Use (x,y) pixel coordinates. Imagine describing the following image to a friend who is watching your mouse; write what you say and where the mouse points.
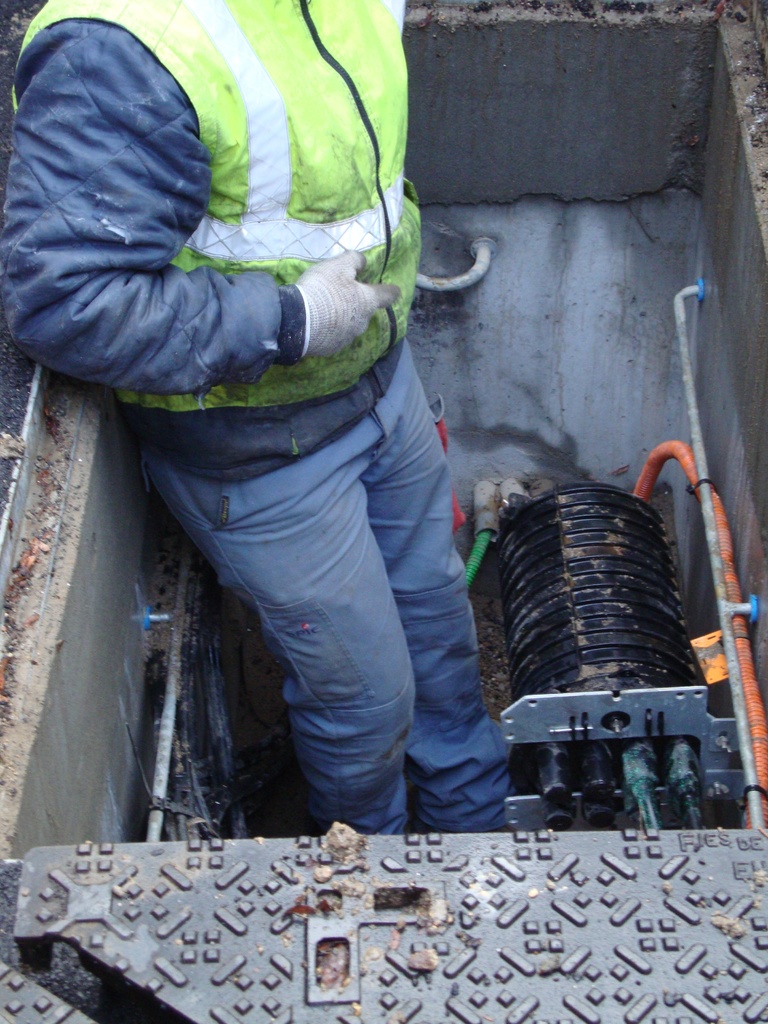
In this image in the center (321,645) there is one person (344,542) and beside him there is one machine (625,630), and at the bottom (195,893) there is one board (306,921) and in the background (557,357) there is a wall (591,159) and some pipes (720,508).
